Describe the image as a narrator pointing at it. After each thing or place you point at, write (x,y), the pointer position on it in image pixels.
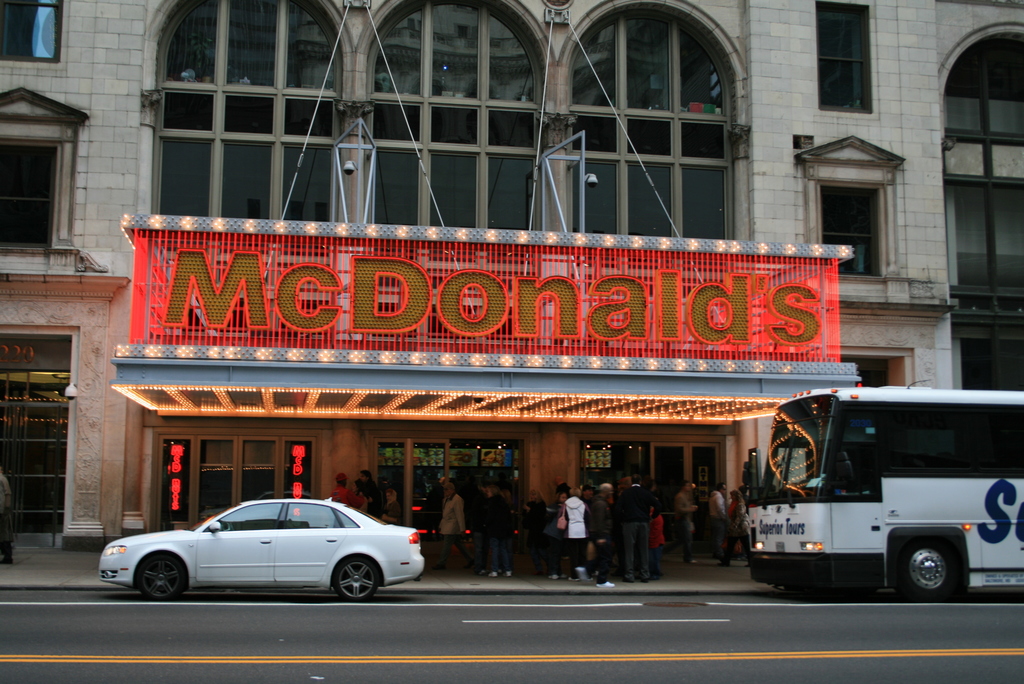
This is a building (233,113) with the windows (495,78) and glass doors (672,482). There are groups of people (614,507) standing. I can see a car (409,552) and a bus (904,481) on the road (846,633). This is a name board (374,288), which is attached to the building (836,376).
